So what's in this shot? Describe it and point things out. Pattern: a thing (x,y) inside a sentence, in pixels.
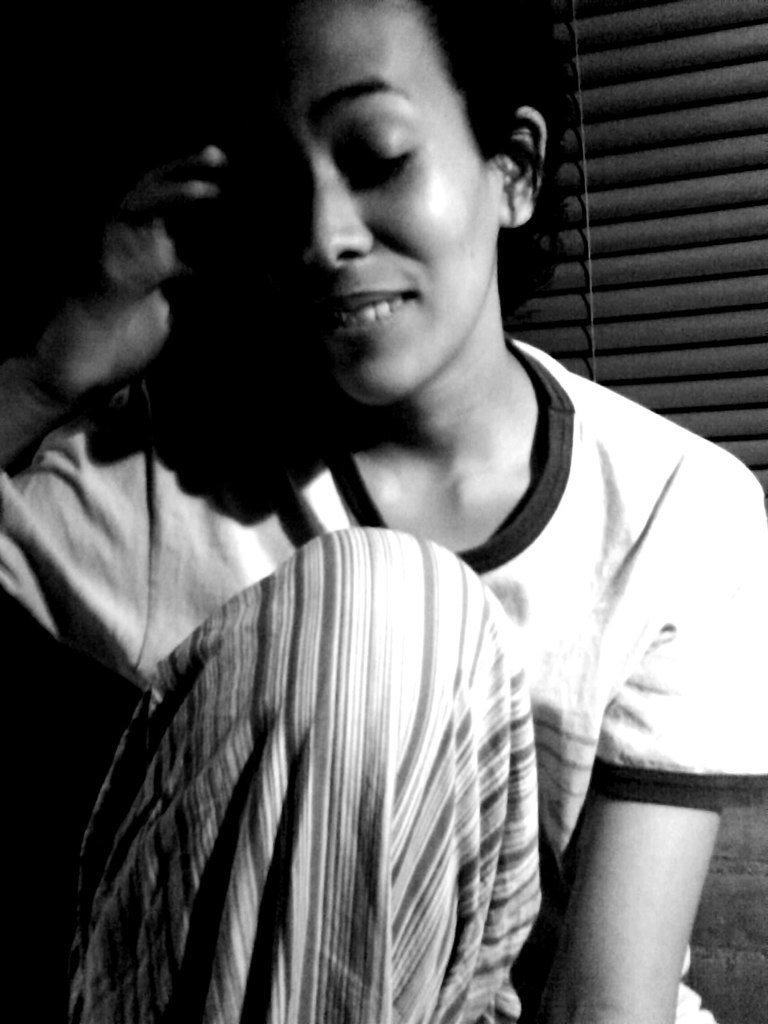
This picture might be taken inside the room (708,396). In this image, in the middle (343,451), we can see a woman (391,400). In the background (672,258), we can also see grills (728,395) and black color.
